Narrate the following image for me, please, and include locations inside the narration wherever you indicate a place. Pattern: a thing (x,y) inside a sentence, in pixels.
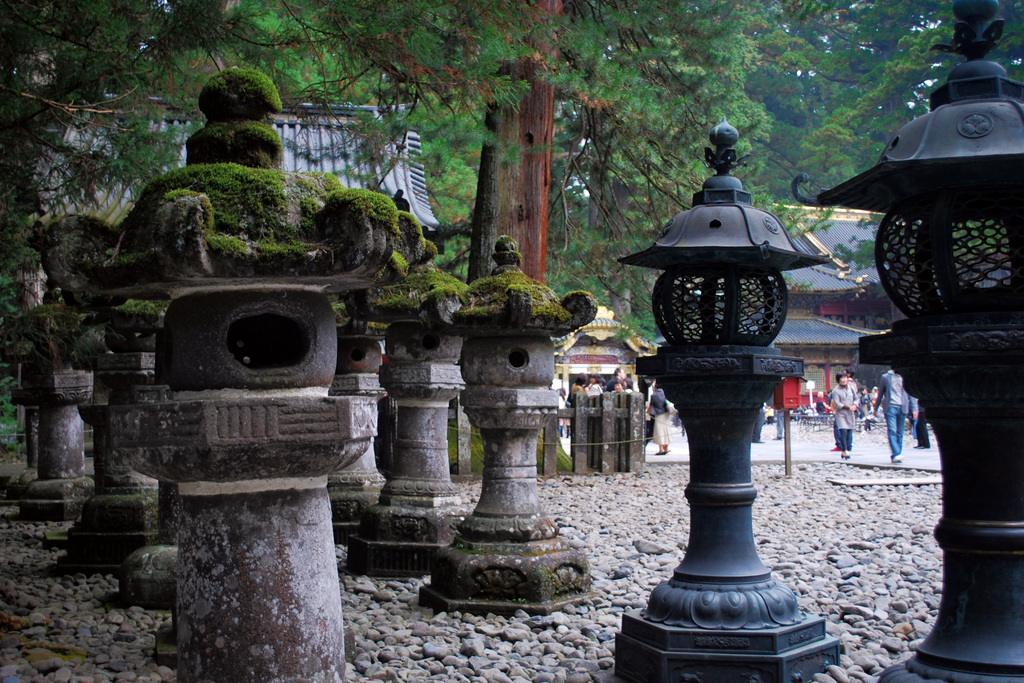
In this image, I can see the poles (248,543) on the stones (585,631). Behind the poles (304,398), there are trees (520,63), buildings (313,107), people (656,418) and wooden fence (620,424).
